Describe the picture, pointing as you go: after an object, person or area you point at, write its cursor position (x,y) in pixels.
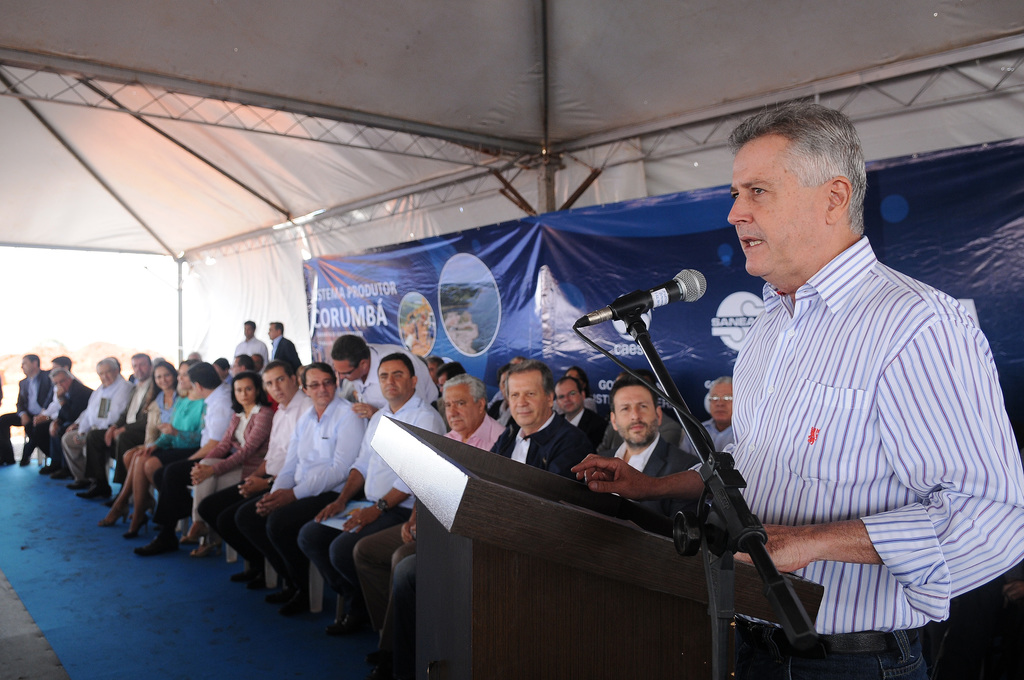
In this picture we can see some people (289,424) sitting on chairs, a man (746,457) on the right side (870,575) is standing and speaking something, we can see a podium (634,527) and a microphone (652,308) here, there is a banner (579,280) in the background (582,281).
